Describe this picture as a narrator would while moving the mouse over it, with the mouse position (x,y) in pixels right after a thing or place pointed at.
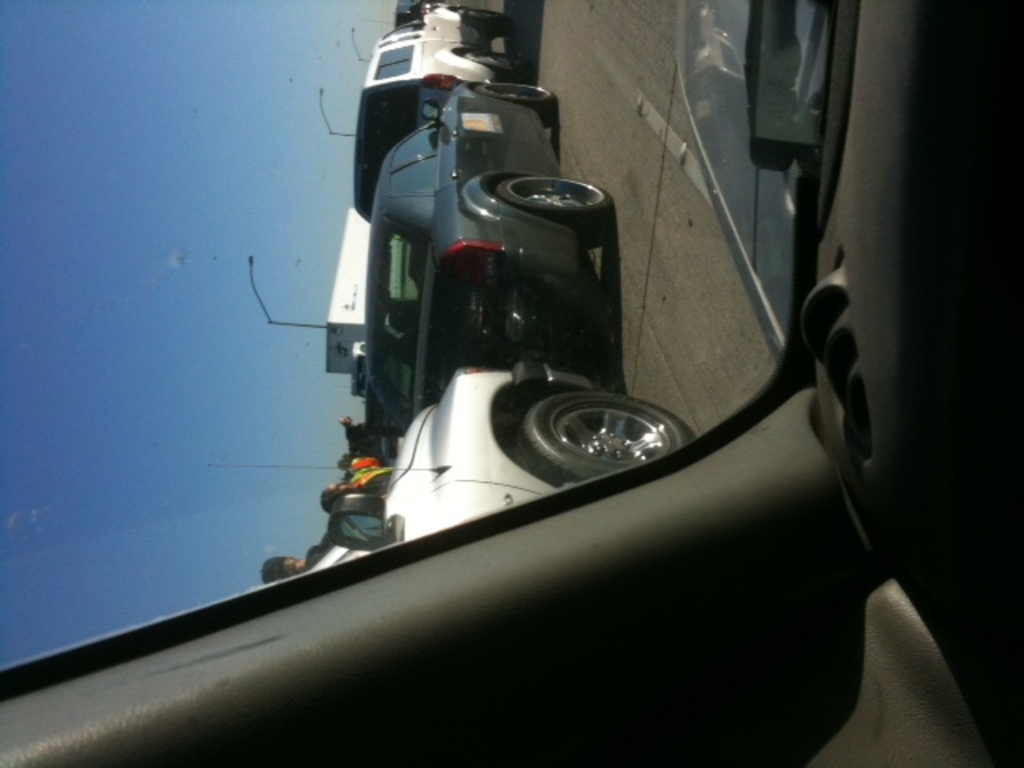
In this image we can see the vehicles (563,427) on the road (636,327). We can also see the light poles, a few people (341,459) and also the sky (176,358).
